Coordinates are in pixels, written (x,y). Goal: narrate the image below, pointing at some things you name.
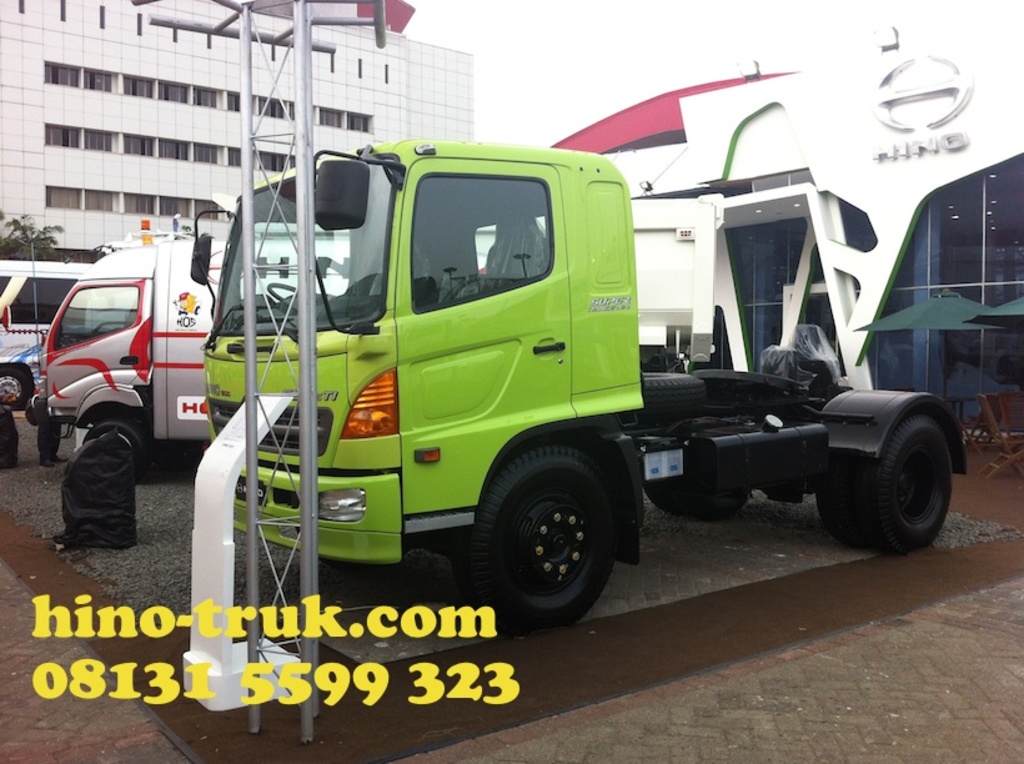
In the center of the image (472,432) there is a truck (491,496). In the background (706,90) there is a building (120,108), trucks (86,308), chairs (1015,449) and sky (539,38).
